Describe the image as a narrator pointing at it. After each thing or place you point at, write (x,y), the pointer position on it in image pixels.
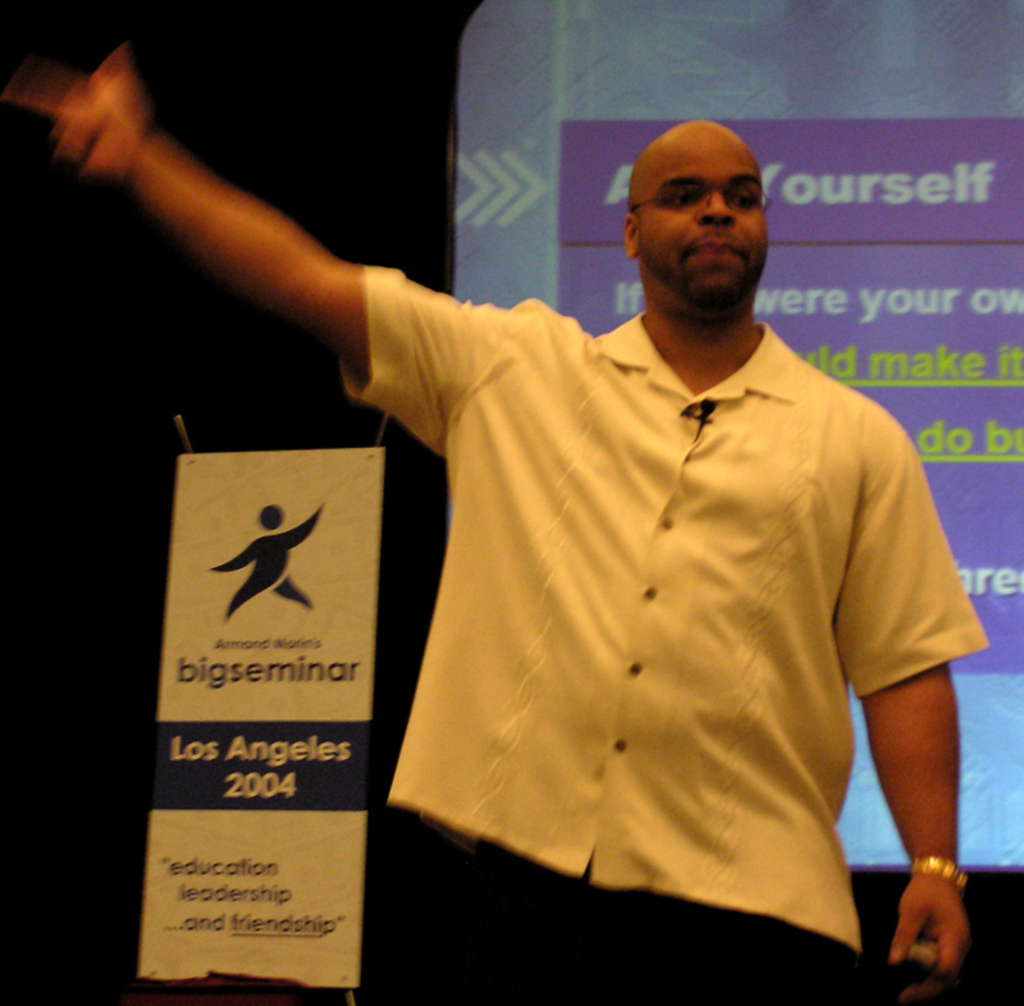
In the image there is a bald headed man (738,509) in white shirt (738,509) standing in front of screen (972,178) with a banner (195,834) behind him.
